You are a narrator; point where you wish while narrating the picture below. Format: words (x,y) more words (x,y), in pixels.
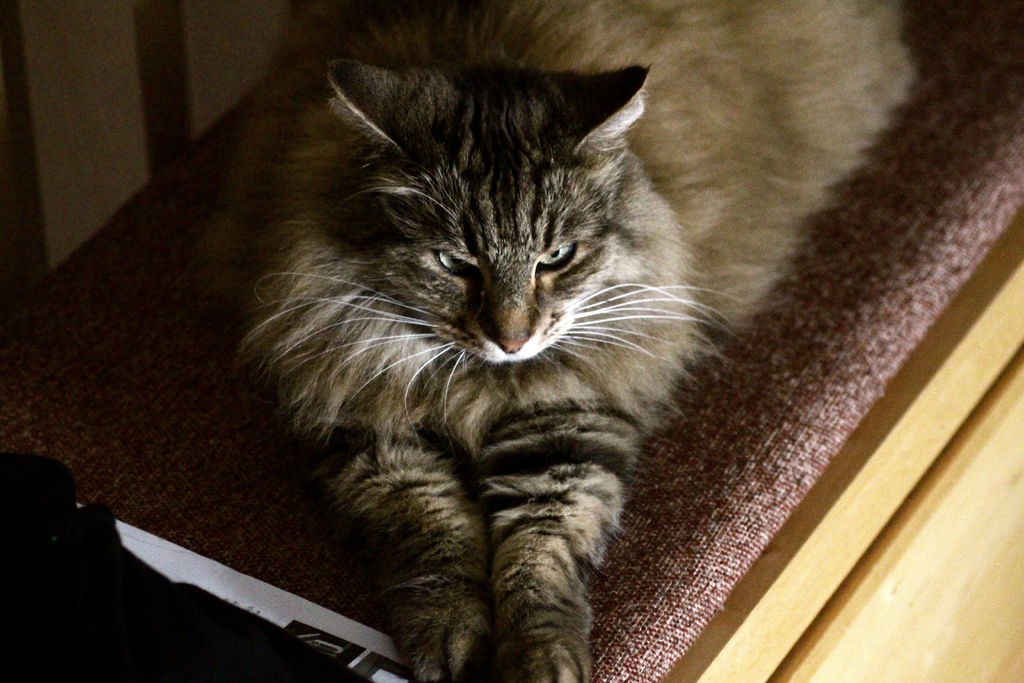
In this image there is a cat (561,281) on a seat (876,262).
